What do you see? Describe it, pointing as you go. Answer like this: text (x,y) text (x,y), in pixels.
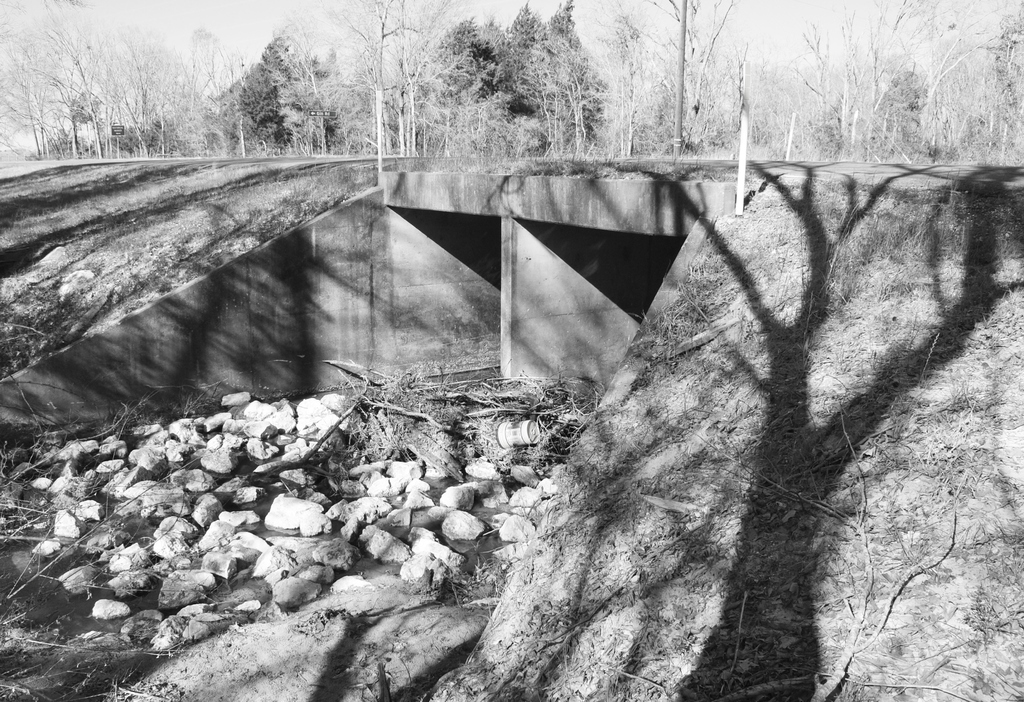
This is a black and white picture, where there are rocks (319,440), branches (5,505), bridge (390,174), trees (223,140), sky (336,38).
